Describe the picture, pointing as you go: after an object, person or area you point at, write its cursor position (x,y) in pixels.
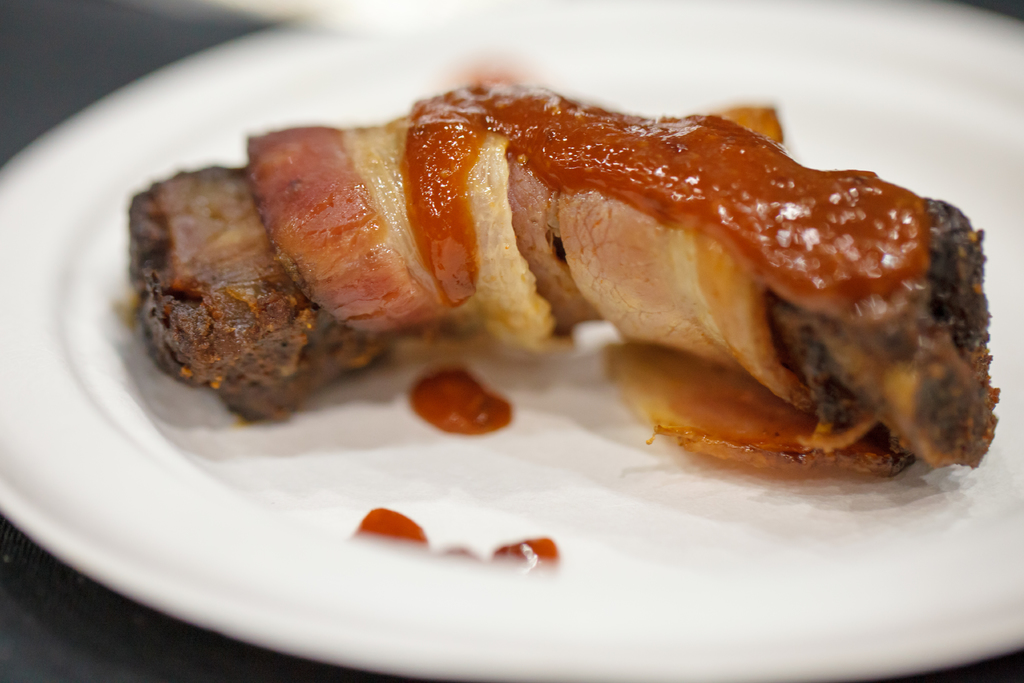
In this image we can see some food item (621,141) is kept on the white color plate (554,521). This part of the image is blurred.
